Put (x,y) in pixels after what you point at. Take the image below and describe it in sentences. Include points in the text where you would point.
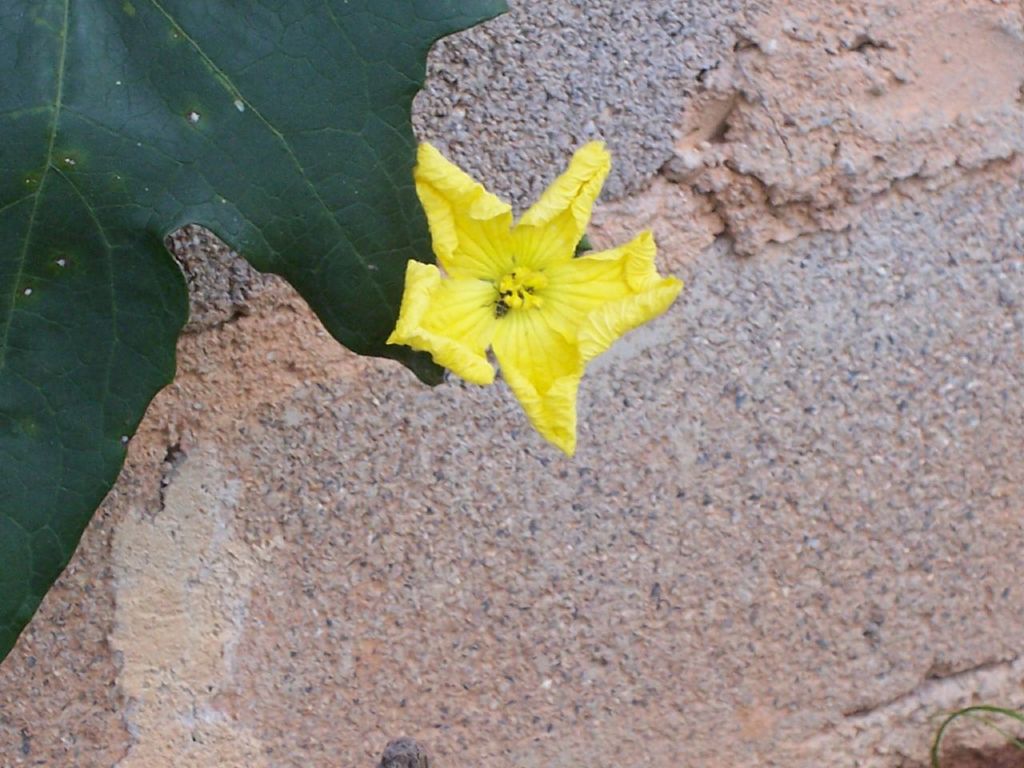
In this picture, we see a flower (456,304). This flower (456,304) is in yellow color. Beside that, we see a green leaf (212,215). In the background (685,316), we see a wall (531,478) which is made up of stones (745,387).
